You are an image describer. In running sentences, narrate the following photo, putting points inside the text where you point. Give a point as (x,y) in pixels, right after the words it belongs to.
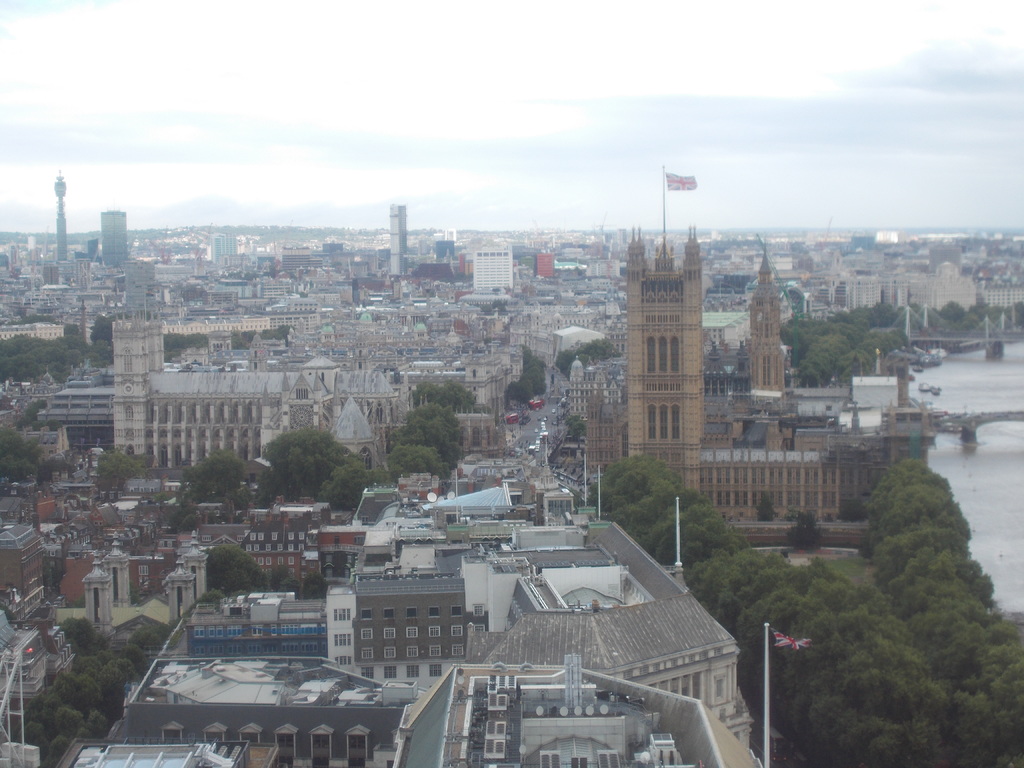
In the center of the image (373,503) we can see buildings (507,479) and trees (956,716). At the top (750,100) there is sky (757,102).
